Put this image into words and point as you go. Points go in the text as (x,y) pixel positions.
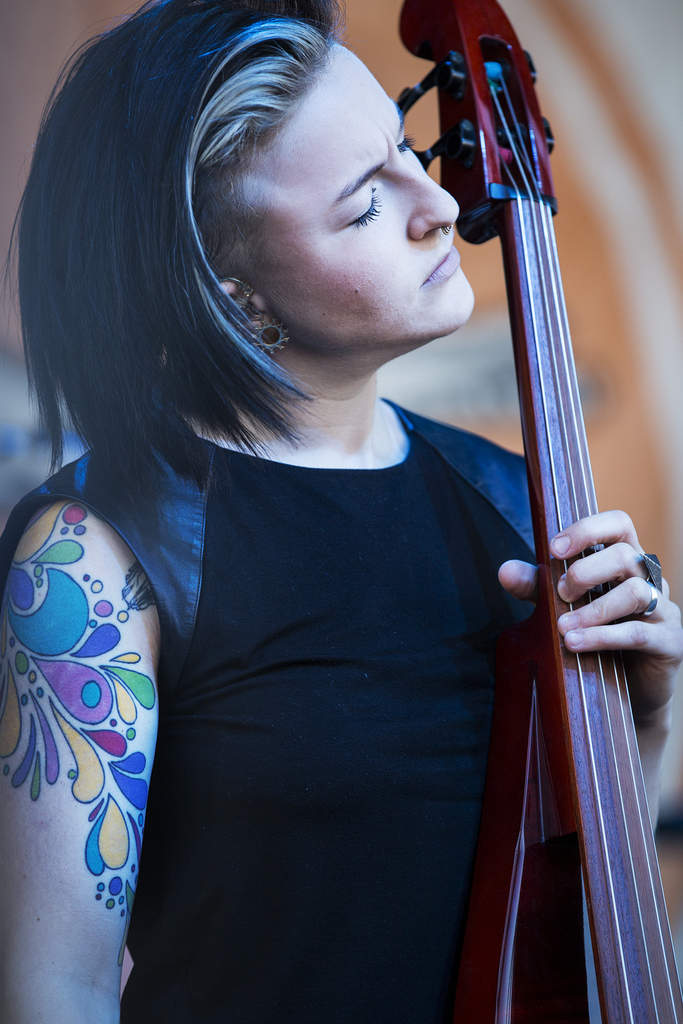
This is a picture of women (309,712) in black dress (301,655) holding a bass (526,746), and the woman (292,768) is having tattoo (48,705) to her arm (66,708).
